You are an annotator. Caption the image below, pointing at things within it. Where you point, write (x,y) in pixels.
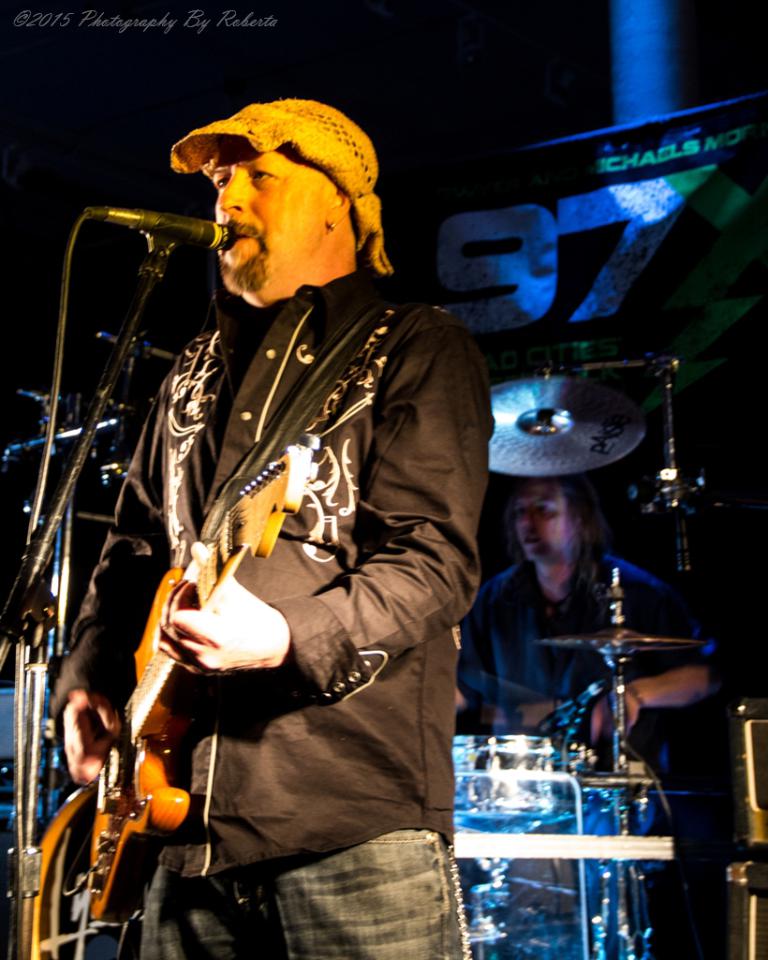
As we can see in the image there is a banner (556,357) and two people (414,579). The man (311,672) who is standing over here is holding guitar (230,569) and singing on mic (212,231) and the man (593,632) who is sitting here is playing musical drums (561,793).
